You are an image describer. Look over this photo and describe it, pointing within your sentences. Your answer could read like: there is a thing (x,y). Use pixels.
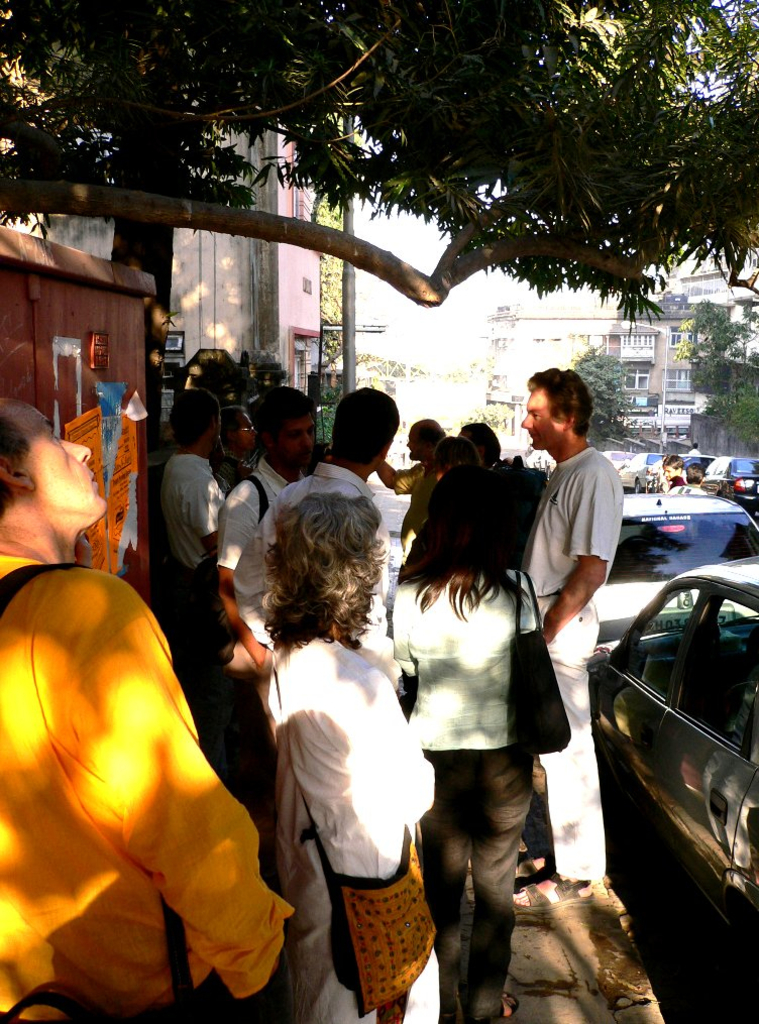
In the center of the image (400,372) we can see a shed (394,382), rods (390,370). In the background of the image (497,366) we can see the buildings (693,317), windows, trees (337,356), pole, posters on the wall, vehicles (752,688) and some people (446,764) are standing and some of them are wearing bags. At the bottom of the image (533,979) we can see the pavement (564,986). In the middle of the image (449,353) we can see the sky (497,185).
